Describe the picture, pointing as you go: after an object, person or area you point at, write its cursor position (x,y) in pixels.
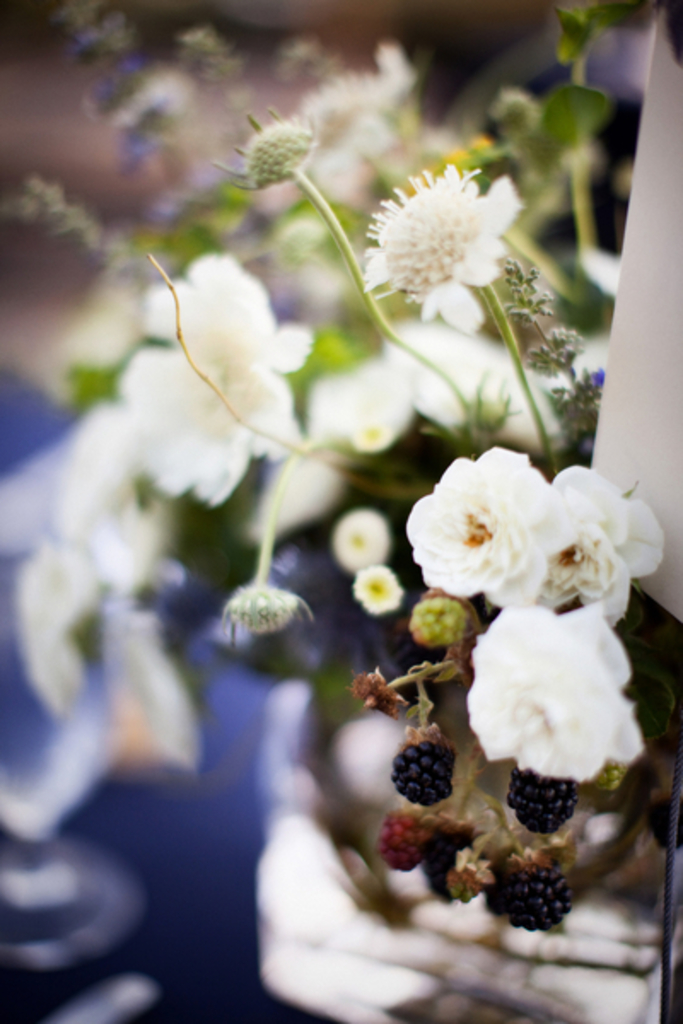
In this image we can see flowers (496,559) which are in white color and there are berries (523,884). We can see leaves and buds (282,621).
